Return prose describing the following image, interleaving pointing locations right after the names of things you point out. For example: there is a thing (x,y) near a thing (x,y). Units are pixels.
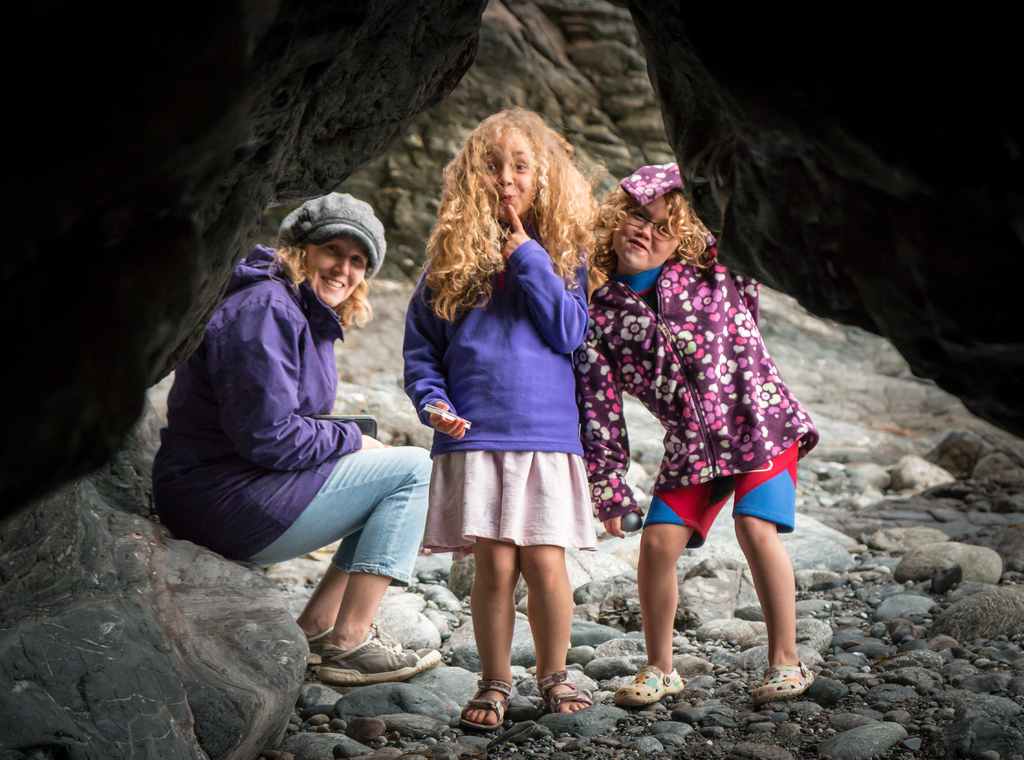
There are people (521,397) in the foreground area of the image (606,409) on the stones (700,647), it seems like rocks (941,60) in the top right (922,51) and left side (94,366).
